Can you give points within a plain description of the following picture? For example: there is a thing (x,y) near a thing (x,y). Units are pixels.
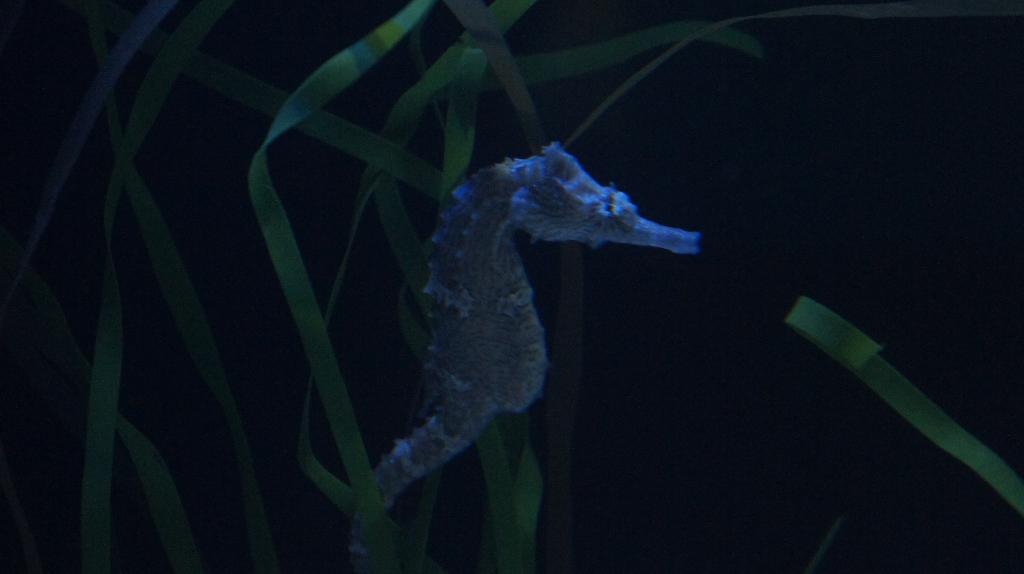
In the foreground of this image (492,295), there is a sea horse (491,326) in the middle of the image (501,335). In the dark background (507,528), there are grass leaves (519,516).
